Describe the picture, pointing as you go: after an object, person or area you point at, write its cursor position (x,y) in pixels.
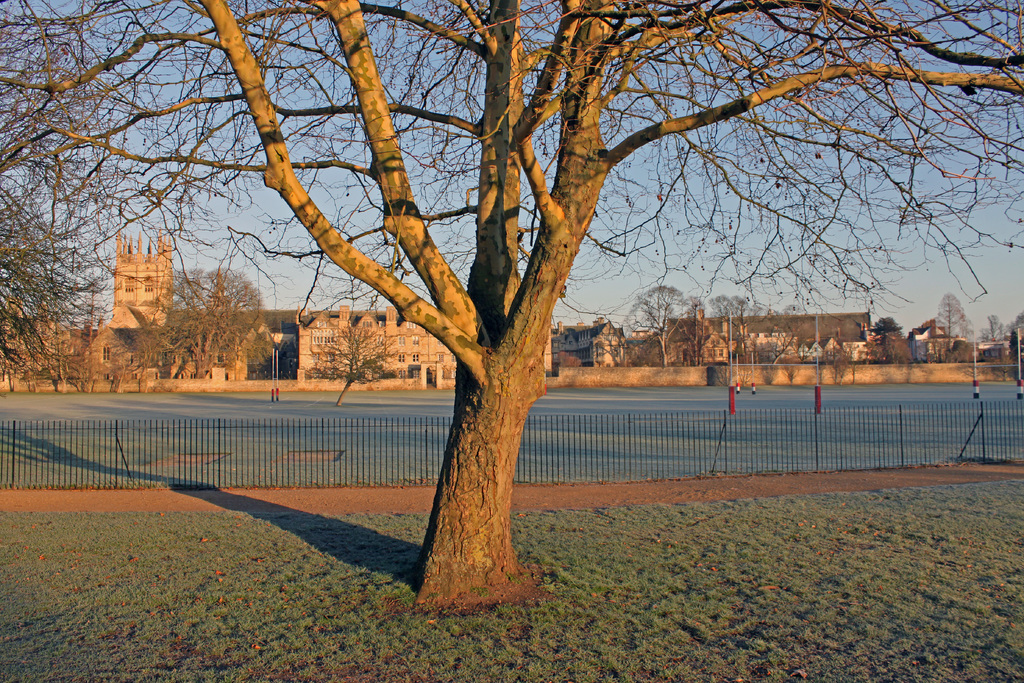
In this picture we can see grass (866,574) on the ground (923,573) and in the background (1003,46) we can see a fence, buildings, trees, sky (1004,205) and some objects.
